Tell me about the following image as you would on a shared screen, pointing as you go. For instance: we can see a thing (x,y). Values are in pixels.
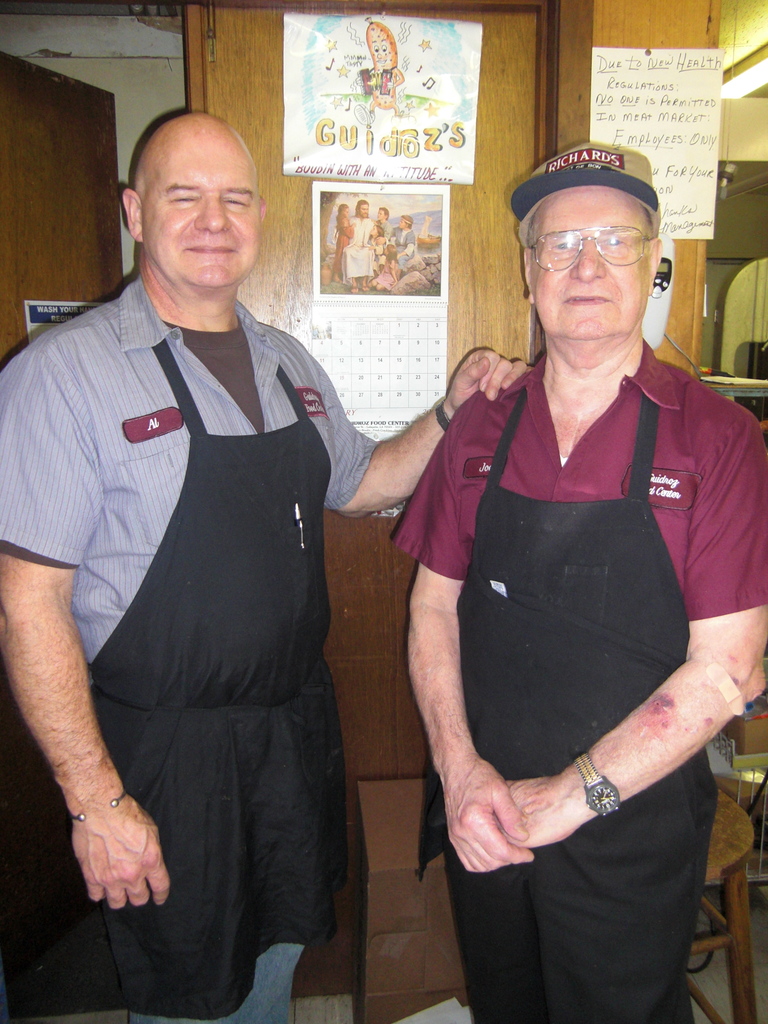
In this image, I can see two men (591,923) standing. In the background (384,334), I can see the posters (440,119), which are attached to a wooden door (265,284). On the left side of the image (48,282), It looks like a door (90,197), which is behind the man (130,312). At the bottom of the image (392,992), It looks like a cardboard box (388,896) and a stool (713,860).
